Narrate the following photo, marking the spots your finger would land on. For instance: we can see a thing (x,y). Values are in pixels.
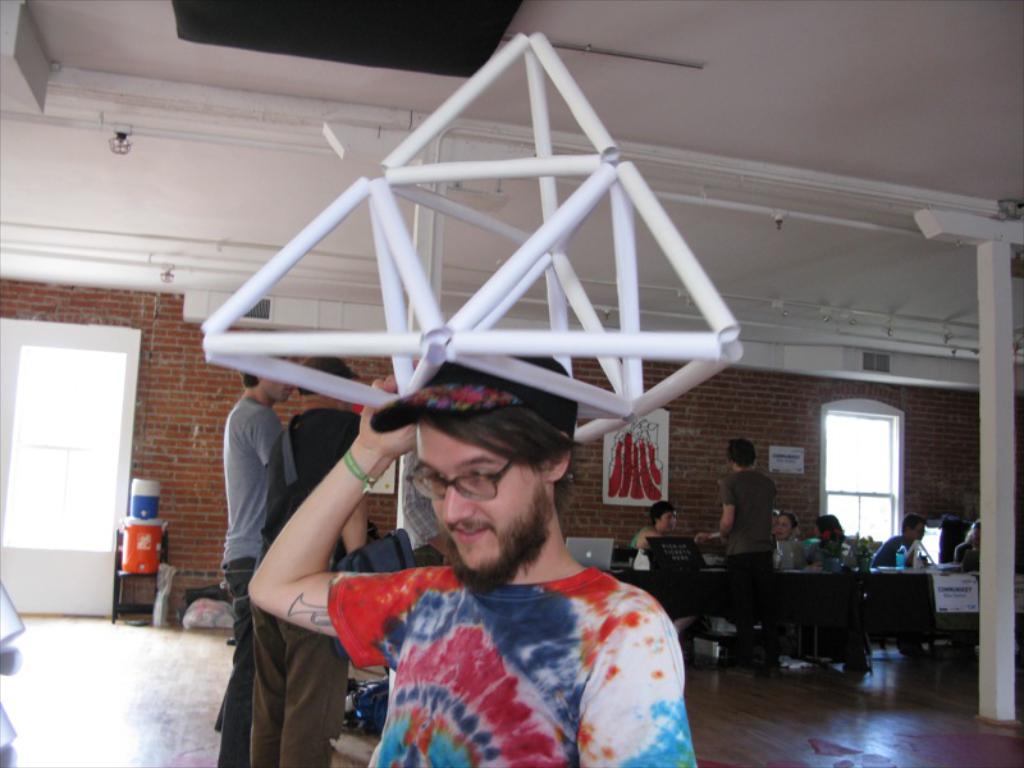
In this picture there is a man (358,628) holding the object (375,394). At the back (676,444) there four people (729,549) standing and there are group of people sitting on the chairs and there are laptops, bottles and objects (635,555) on the table (885,584) and there are boards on the wall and there is text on the board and there is a window (898,484). On the left side of the image (130,553) there are objects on the table (135,611) and there is a door (48,333). At the top (451,12) there are pipes (165,261) on the wall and there is an object (430,66) on the ceiling (396,74). At the bottom (842,759) there is a floor (115,719).
